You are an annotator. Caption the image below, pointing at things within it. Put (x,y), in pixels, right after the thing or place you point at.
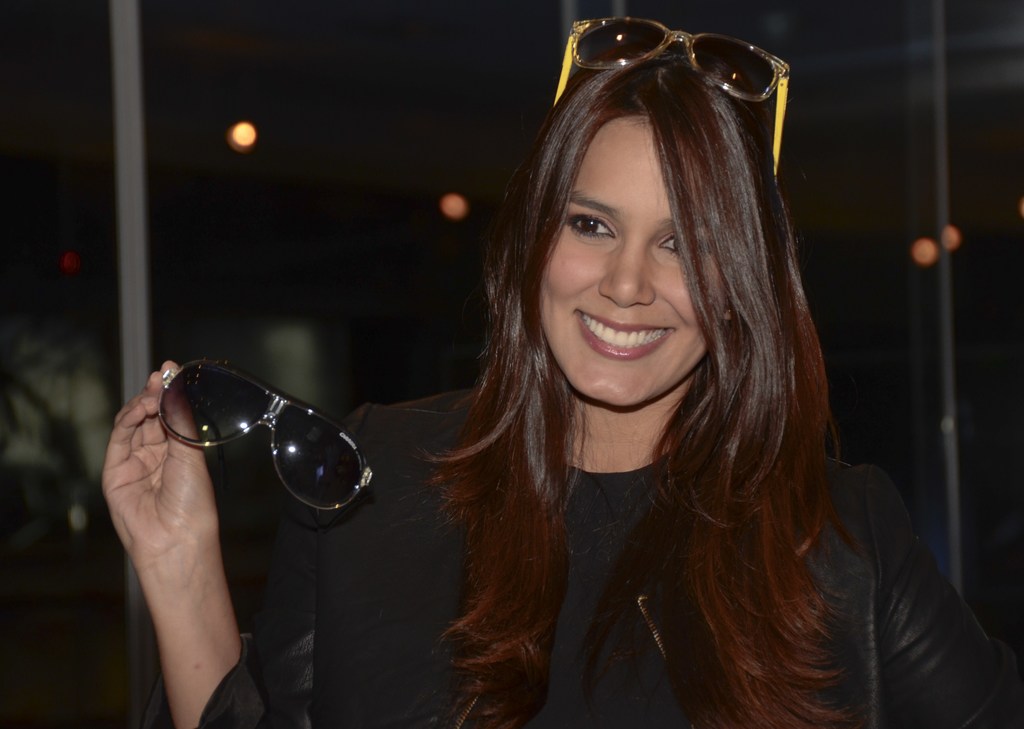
In the center of the image (679,337), we can see a lady (589,323) wearing glasses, smiling and holding glasses (177,388). In the background (120,145), there are lights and we can see poles (136,99).
